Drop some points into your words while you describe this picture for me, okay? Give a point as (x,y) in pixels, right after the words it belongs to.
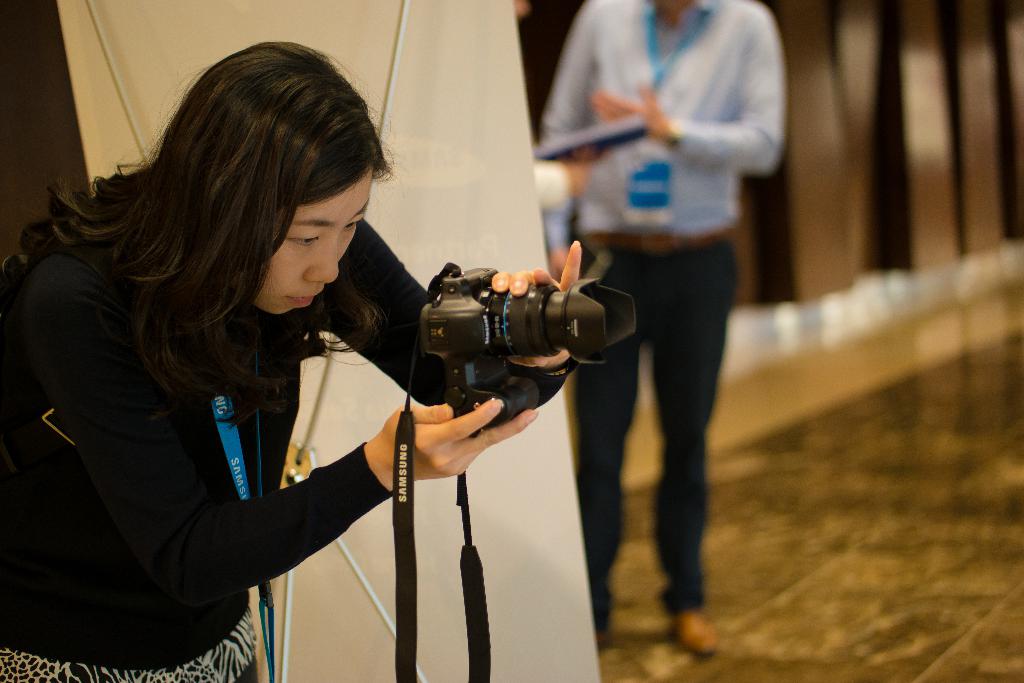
A lady (195,464) wearing a black dress (189,461), a tag (233,454) is holding a camera (489,330) and capturing picture. Behind her there is a stand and banner (480,181). A person (650,159) is standing in the background (670,216).
